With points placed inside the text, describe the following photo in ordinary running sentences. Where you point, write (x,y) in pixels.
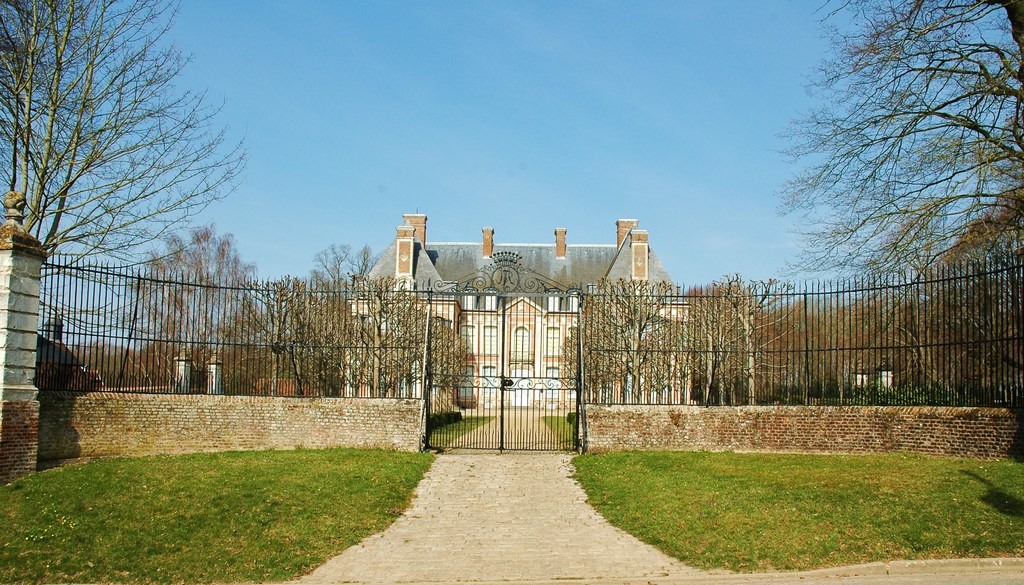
In this picture I can see the path (543,552) and the grass (326,453) in front (29,503). In the middle of this picture (347,334) I can see number of trees (959,154), fencing (942,372), gates (523,368) and a building (602,320). In the background (385,217) I can see the clear sky (500,205).
